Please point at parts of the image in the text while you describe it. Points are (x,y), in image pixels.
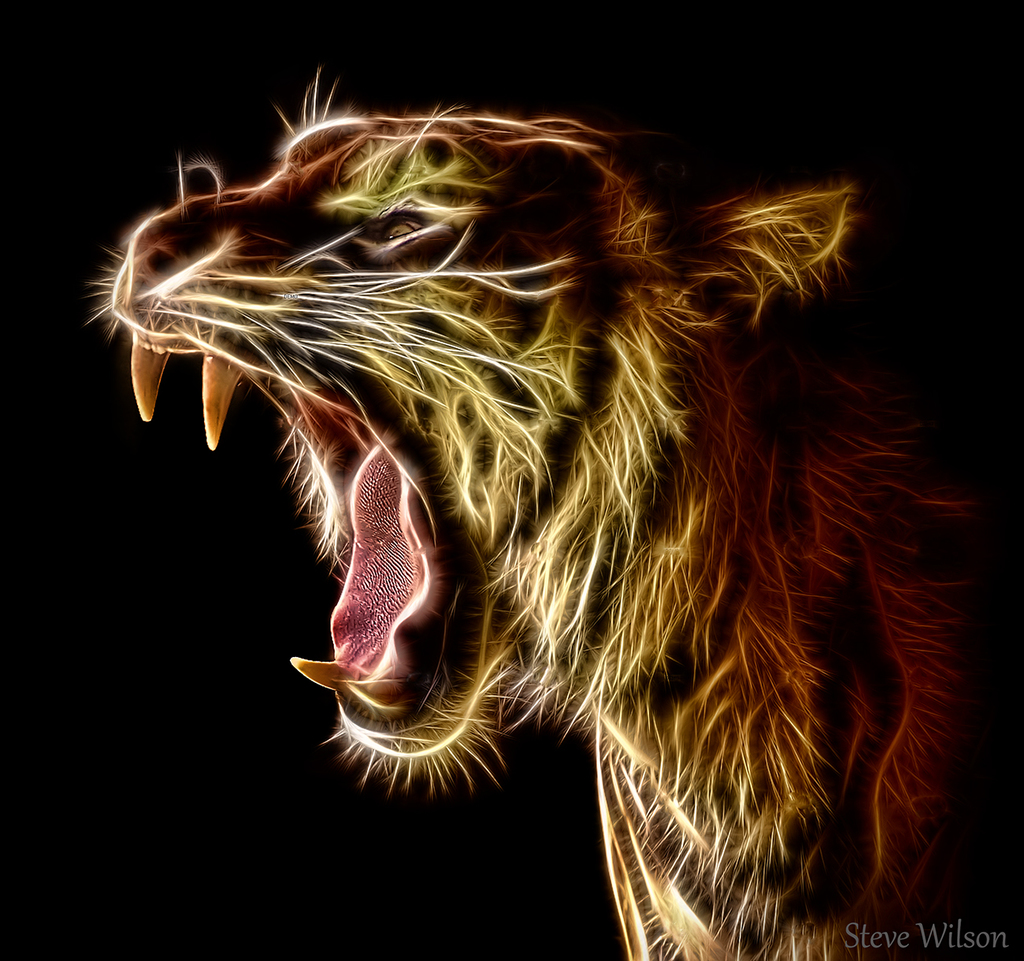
This image consists of an animal (559,711). It looks like it is edited. The background (163,939) is dark.
